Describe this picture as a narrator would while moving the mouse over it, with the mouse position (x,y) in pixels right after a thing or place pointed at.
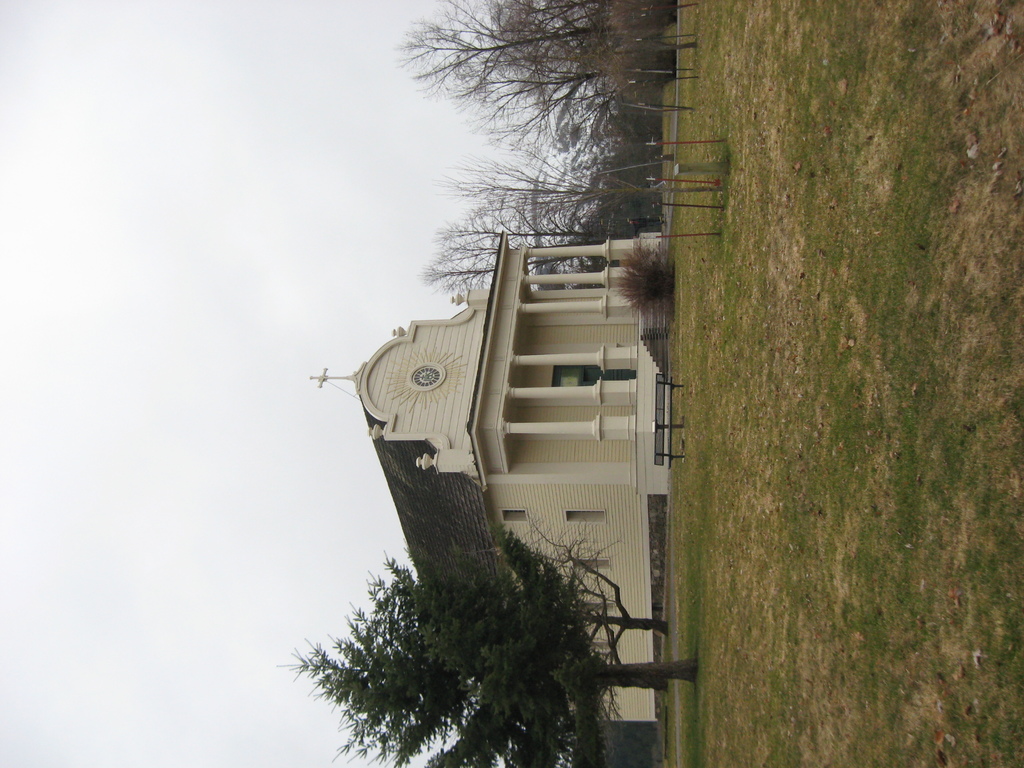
This picture shows a chapel (418,333) and we see few trees (413,585) and a bench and grass (810,524) on the ground (722,414) and we see a cloudy sky (280,383).
